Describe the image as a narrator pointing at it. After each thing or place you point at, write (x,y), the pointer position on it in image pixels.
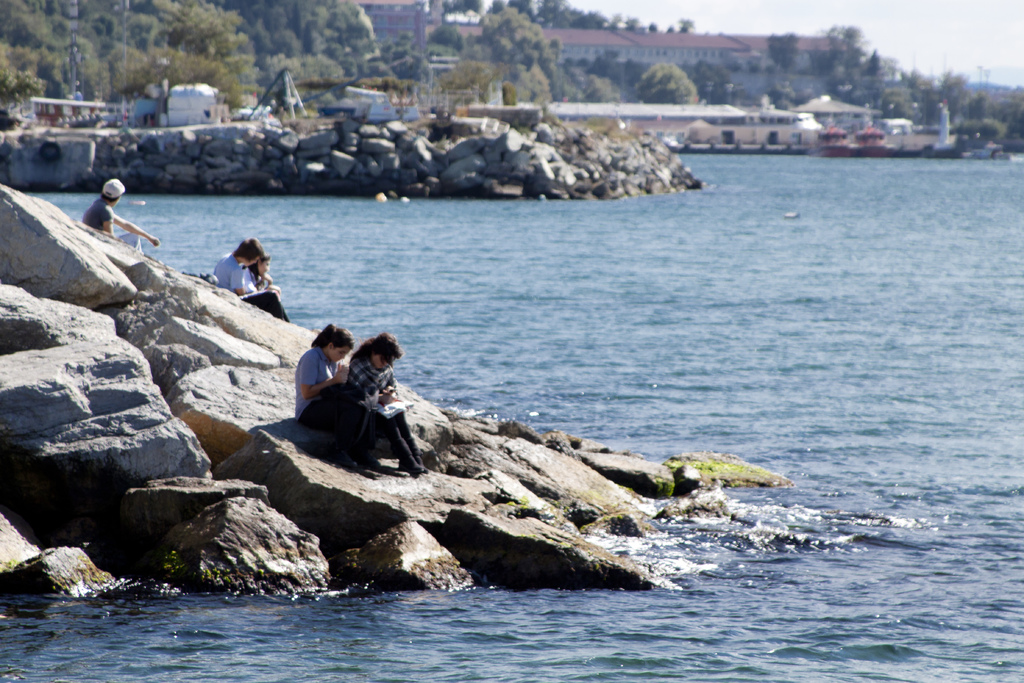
In this picture there are people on the rocks (43,291), on the left side of the image (336,399) and there is water (657,291) on the right side of the image (779,269) and there are ships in the top right side of the image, there are trees (450,98) and buildings (776,132) in the background area of the image (738,106).
